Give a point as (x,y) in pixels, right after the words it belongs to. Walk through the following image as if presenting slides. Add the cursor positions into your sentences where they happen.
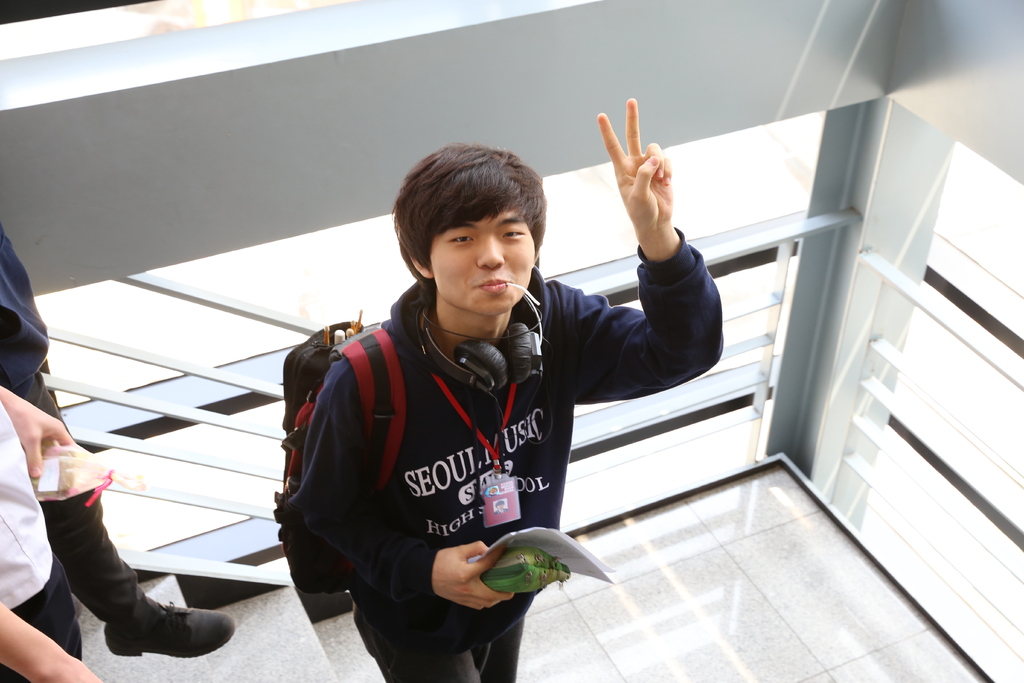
In this image I can see three people (76,520) with different color dress (66,545). I can see one person (328,476) with the headset (485,375), bag (306,411) and the person (364,544) holding the paper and the green color object (519,577). These people (476,580) are standing on the stairs (275,660). In the background (162,402) I can see the railing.
